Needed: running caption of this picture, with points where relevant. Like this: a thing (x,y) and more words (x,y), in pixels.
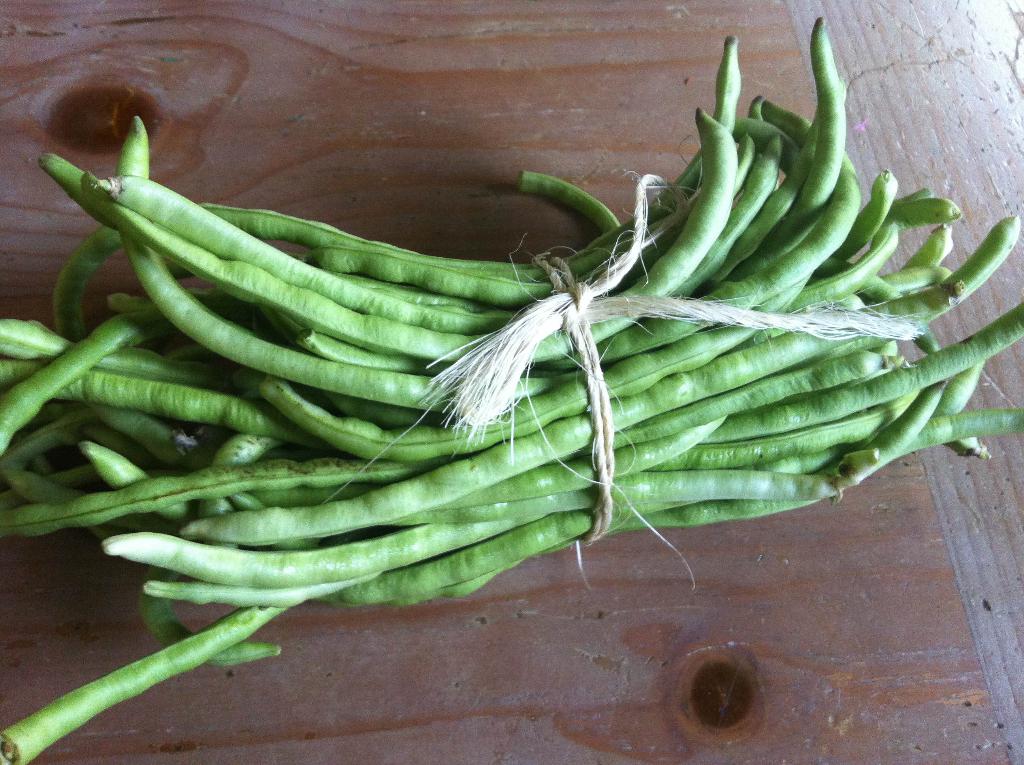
In the image we can see there are lot of beans (517,425) which are tied together with a rope (614,271) and kept on the table (92,723).
